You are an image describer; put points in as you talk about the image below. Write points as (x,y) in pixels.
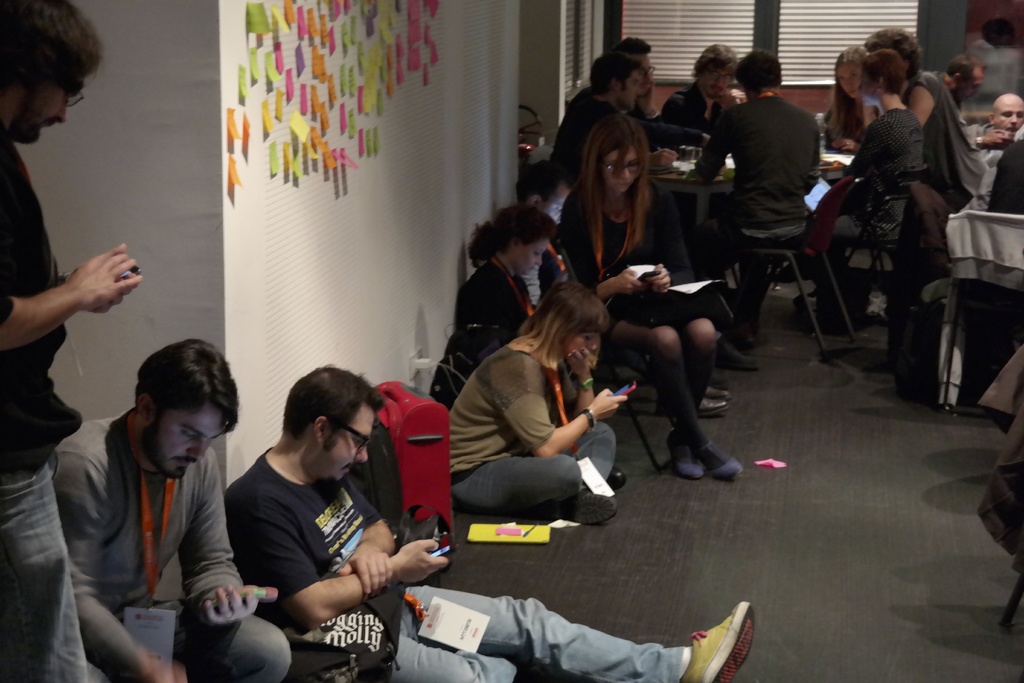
On the left (14,52) there is a man (40,260) who is wearing spectacle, black shirt (6,263) and jeans (34,565). He is holding a mobile phone (122,273). Beside him there is another man (217,483) who is sitting near to the wall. Beside him we can see another man (301,595) who is wearing t-shirt (343,486), spectacle (360,436), jeans (564,628) and shoe (725,623). He is holding a mobile phone (443,552). On the right (756,129) we can see the group of person (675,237) sitting on the chair (821,253) near to the table (705,184). On the table (651,178) we can see jug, water glass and other objects (835,156). At the top (789,64) we can see the window blind (661,12) and window (677,15). In the center (502,419) there are three women (623,263) who are sitting near to the wall (455,185). On the wall (412,183) we can see the stickers (326,26).
